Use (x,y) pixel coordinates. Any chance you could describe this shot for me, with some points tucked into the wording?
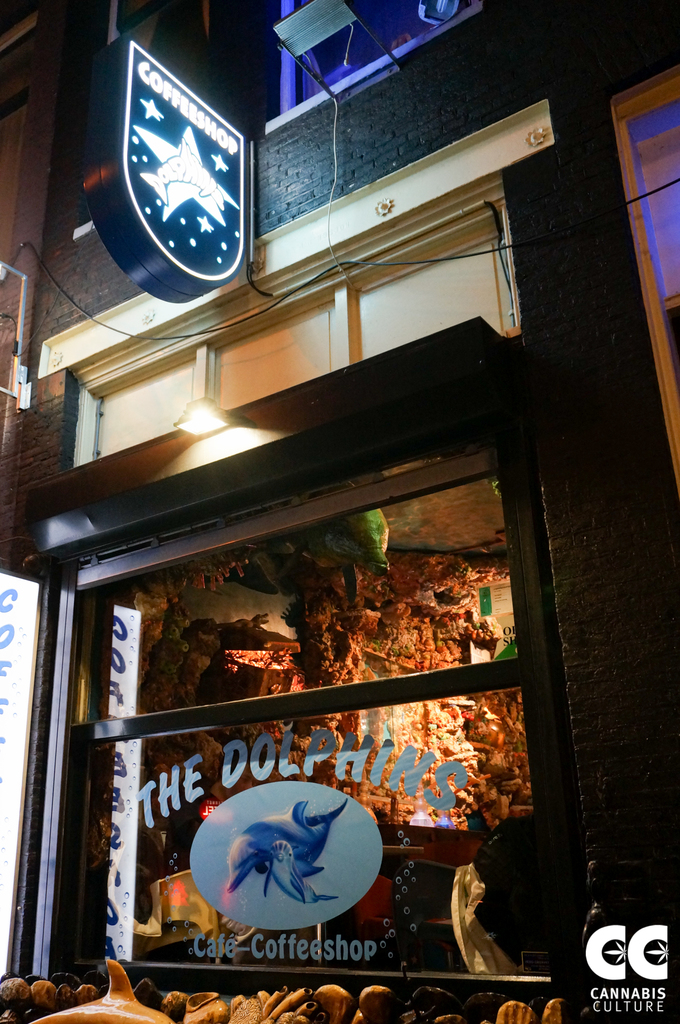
In this picture I can see the building (379,438). At the bottom (287,1014) I can see some stones (0,1023) and other objects (319,1010) which are placed near to the window (222,965). Through the window (407,865) I can see the tables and couches (181,881) which are placed near to the wall (455,812). In the top left (157,140) I can see the board (177,222) which are placed on the wall (259,198). On the left (2,622) it might be the banner (0,693). In the bottom right corner (615,951) there is a watermark (650,976).
